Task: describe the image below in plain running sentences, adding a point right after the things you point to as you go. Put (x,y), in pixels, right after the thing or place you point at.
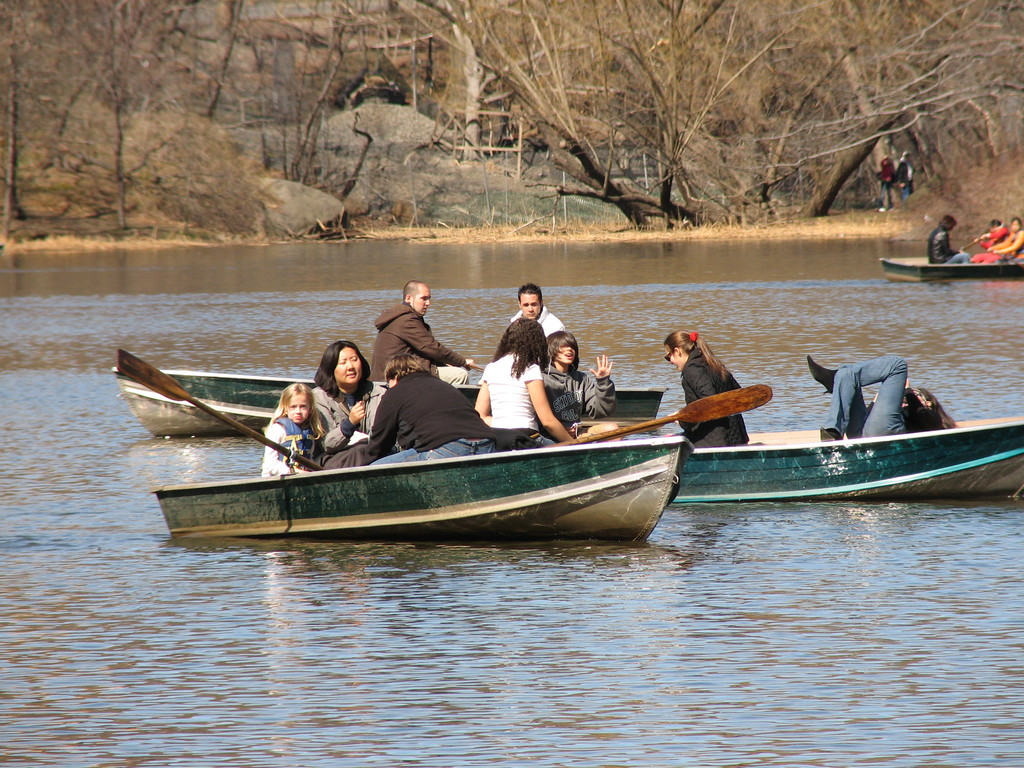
In the picture there is water (659,352), there are many boats (212,529) present on the water (605,307), there are many people (586,415) present sitting on the boats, there are trees (848,91), there are rocks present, there are people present beside the trees (387,38).
